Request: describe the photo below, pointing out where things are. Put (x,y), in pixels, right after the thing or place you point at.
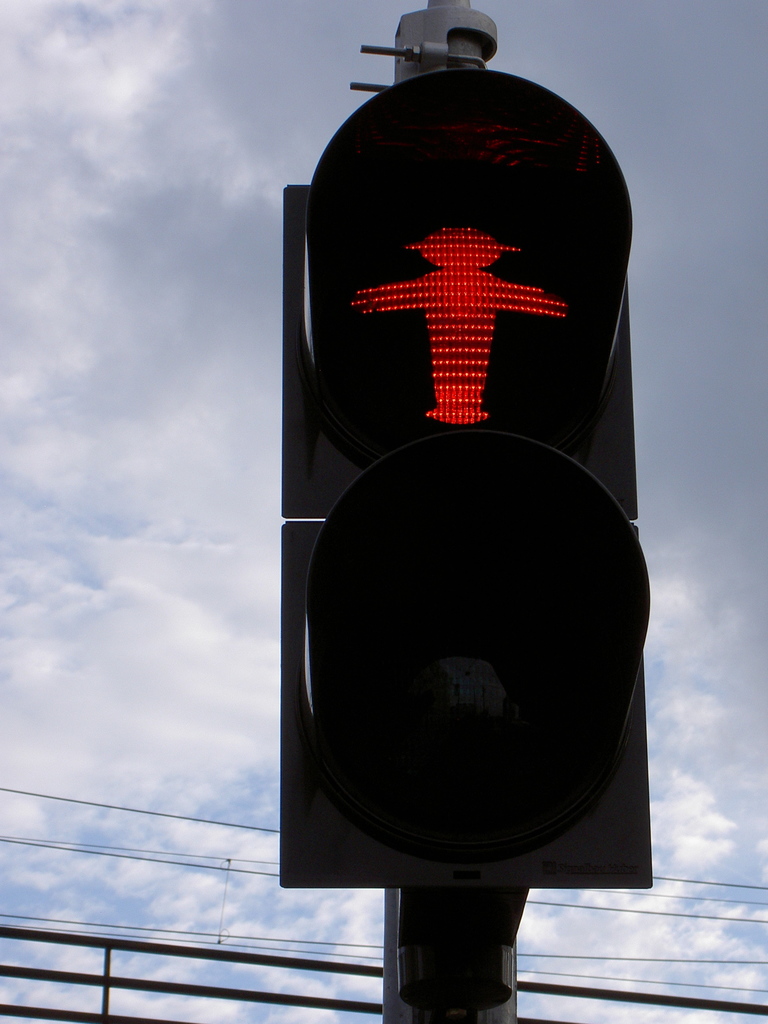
In this image I can see there is a traffic light (456,402), there are red color lights (482,307) displayed and in the backdrop (182,868) there is a railing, cables (658,913) and the sky (225,913) is cloudy.
